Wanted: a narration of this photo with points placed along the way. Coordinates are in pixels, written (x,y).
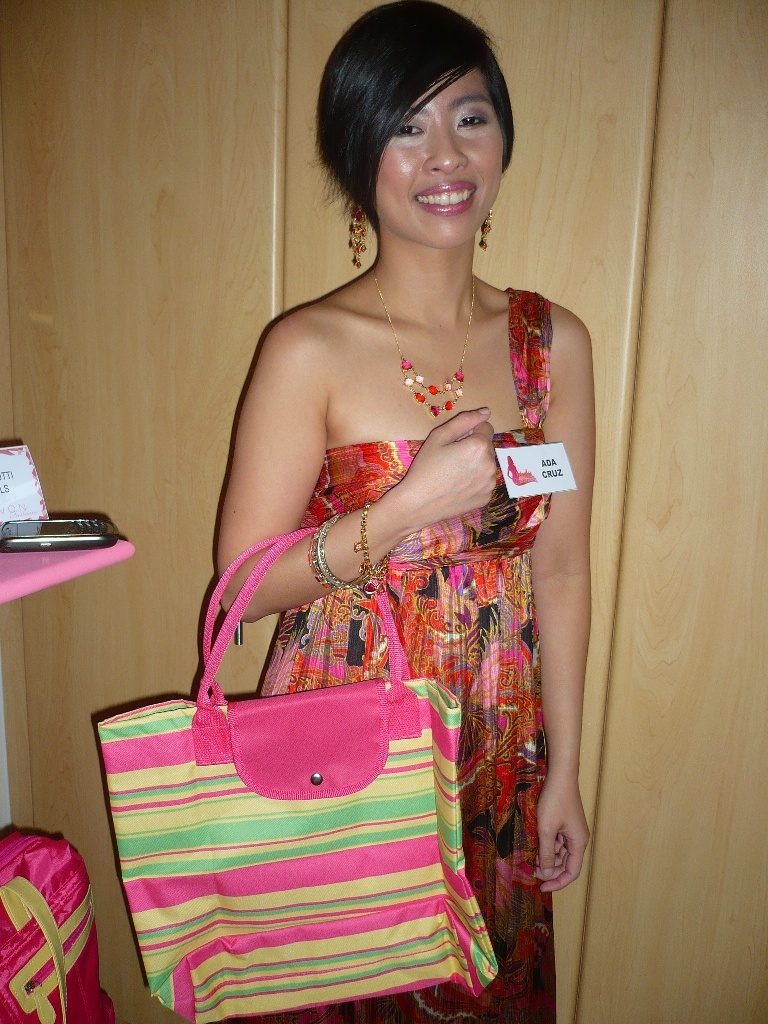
In the center (491,467) we can see one woman (410,435) she is smiling and one holding bag (253,793). And back we can see one more bag (24,906) in pink color, phone (86,527) and some more objects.
